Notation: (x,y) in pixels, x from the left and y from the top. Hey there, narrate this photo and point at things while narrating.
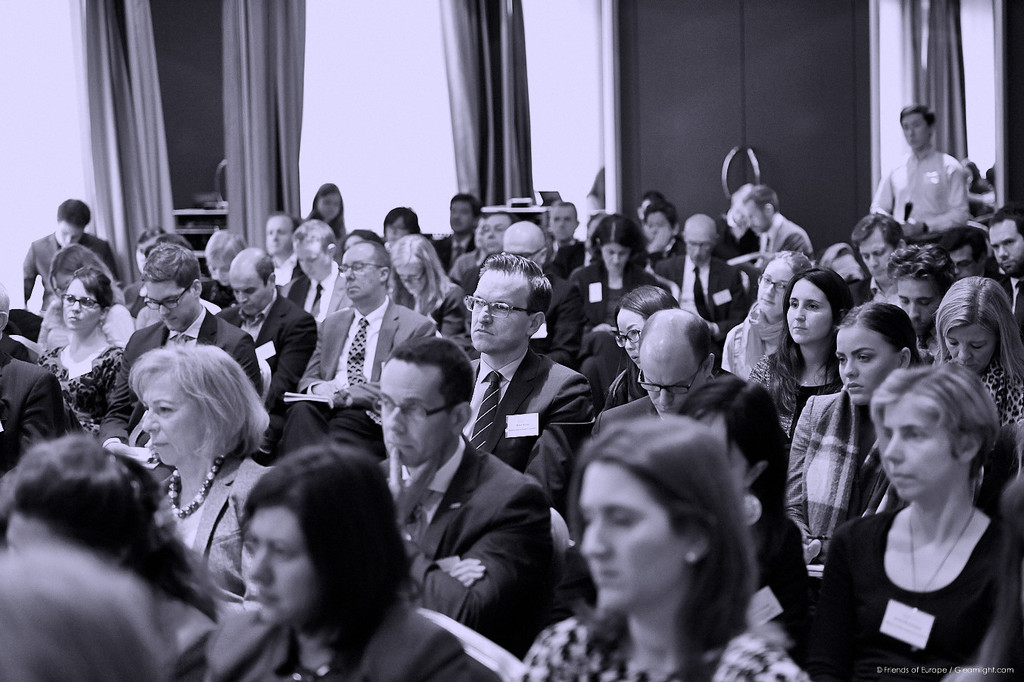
In this image I see number of people (528,297) who are sitting and I see this man (915,198) is standing and in the background (680,155) I see the wall (678,76) and I see the curtains (475,163).
